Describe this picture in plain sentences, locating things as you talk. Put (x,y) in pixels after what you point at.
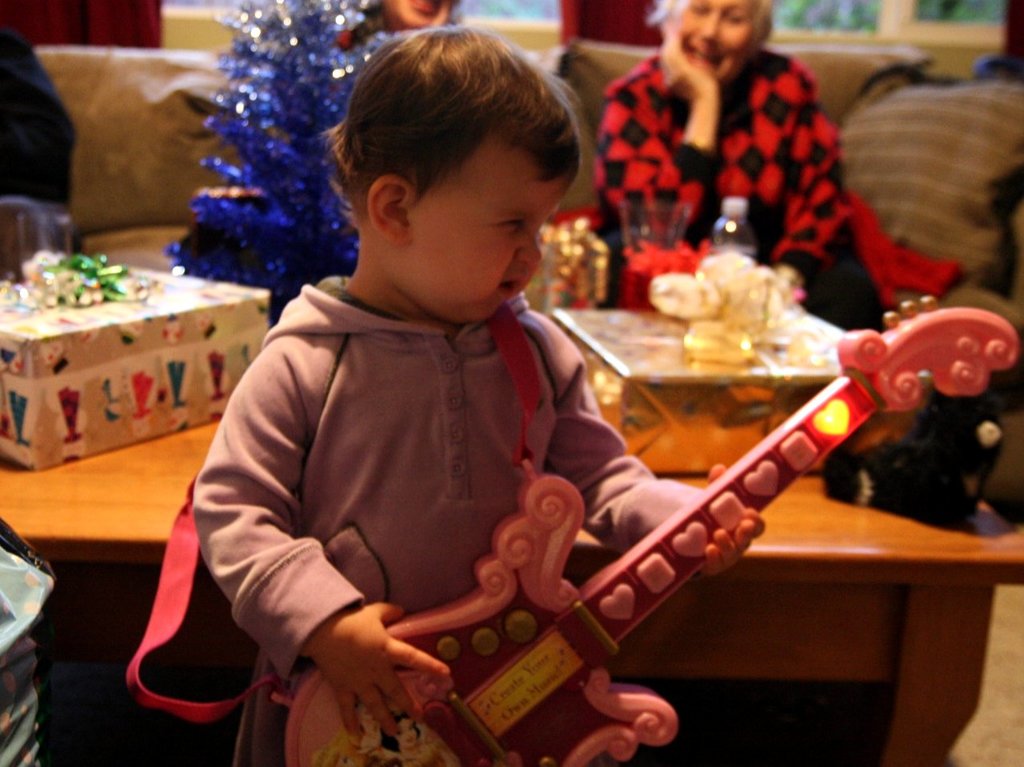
A boy (451,487) is holding guitar (474,637) in his hands (346,626). Behind him there are gifts (84,385) on the table (28,498) and two persons (732,118) sitting on the chair (202,91).
